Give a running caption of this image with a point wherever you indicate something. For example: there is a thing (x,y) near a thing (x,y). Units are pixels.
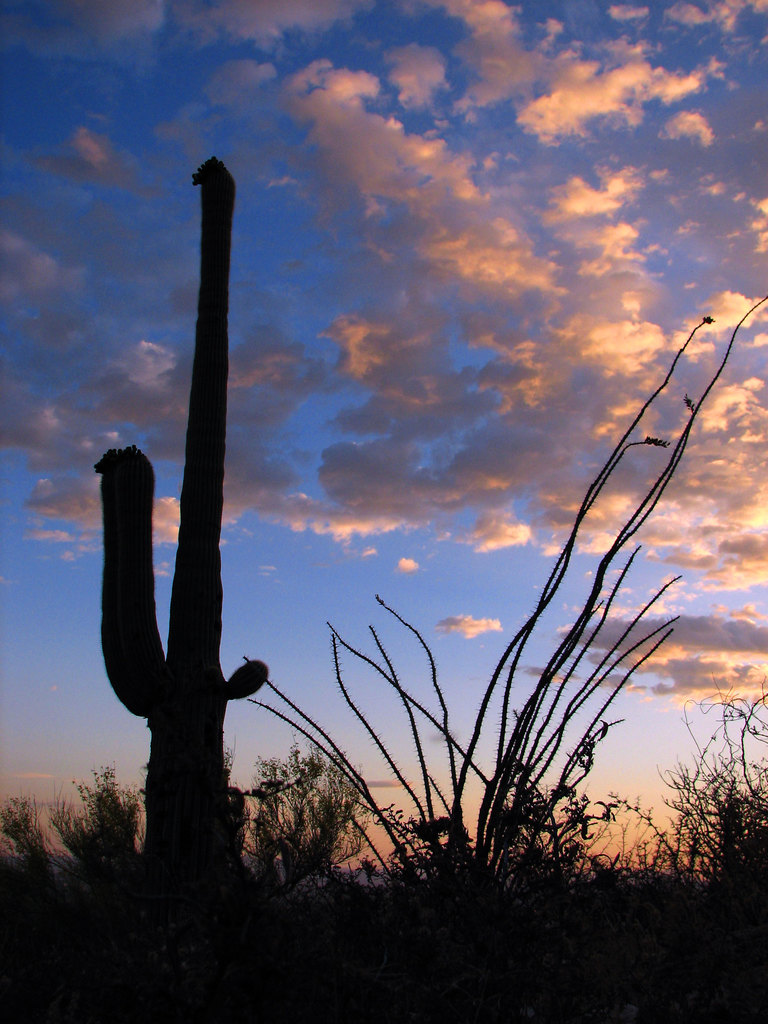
There is a cactus (175,691). Also there are some other plants (463,861). In the background (454,243) there is sky (472,281) with clouds (471,292).
